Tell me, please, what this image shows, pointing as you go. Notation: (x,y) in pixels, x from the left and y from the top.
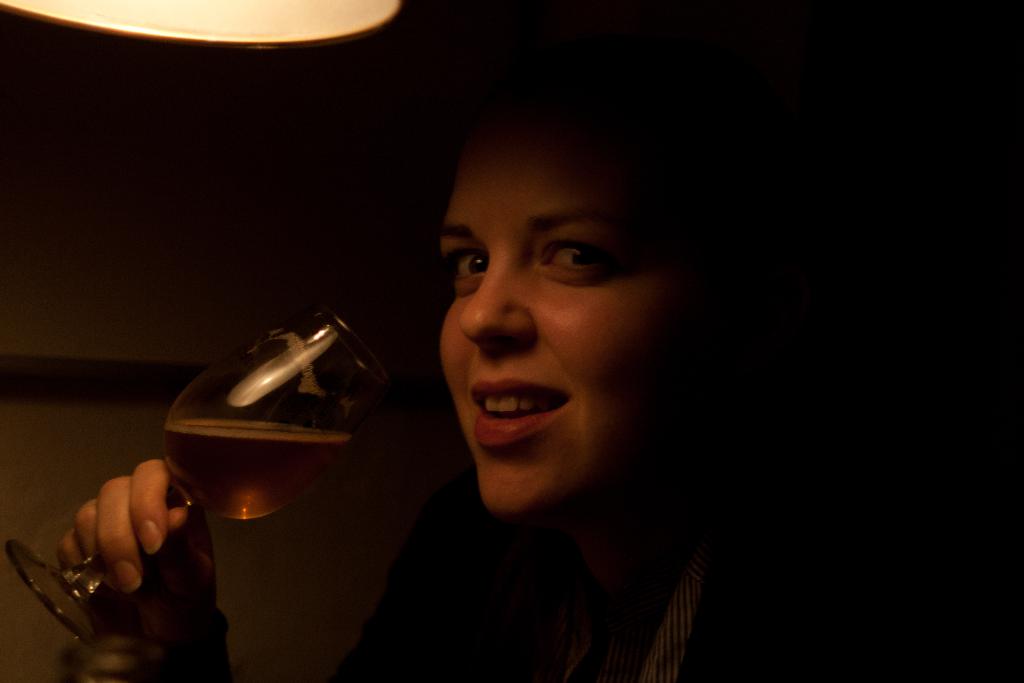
In this image I see a woman (889,641) who is holding a glass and she is smiling. I can also see the light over here and it is dark in the background (985,74).
